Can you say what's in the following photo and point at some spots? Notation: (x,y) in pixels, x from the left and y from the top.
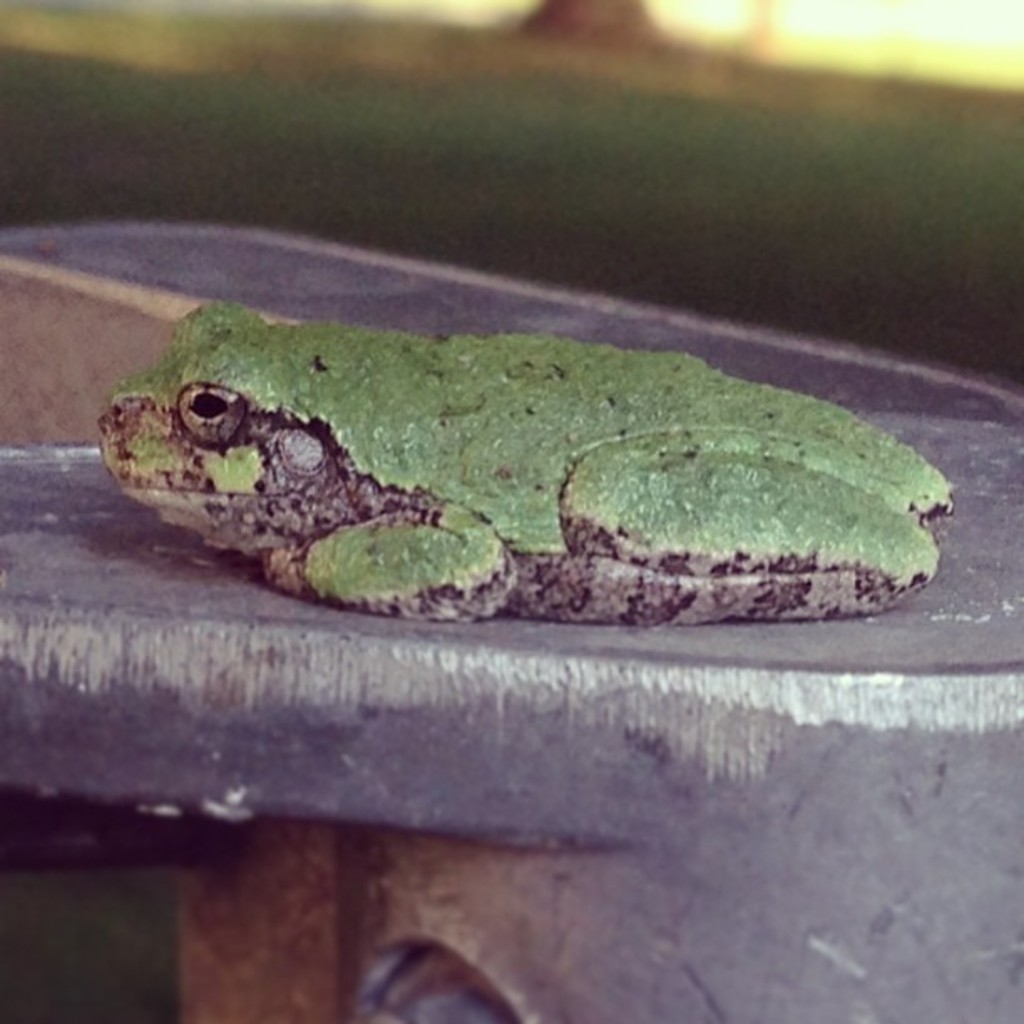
In this picture we can see a frog (504,604) on an object (592,322) and in the background (328,177) we can see the grass (570,167) and it is blurry.
